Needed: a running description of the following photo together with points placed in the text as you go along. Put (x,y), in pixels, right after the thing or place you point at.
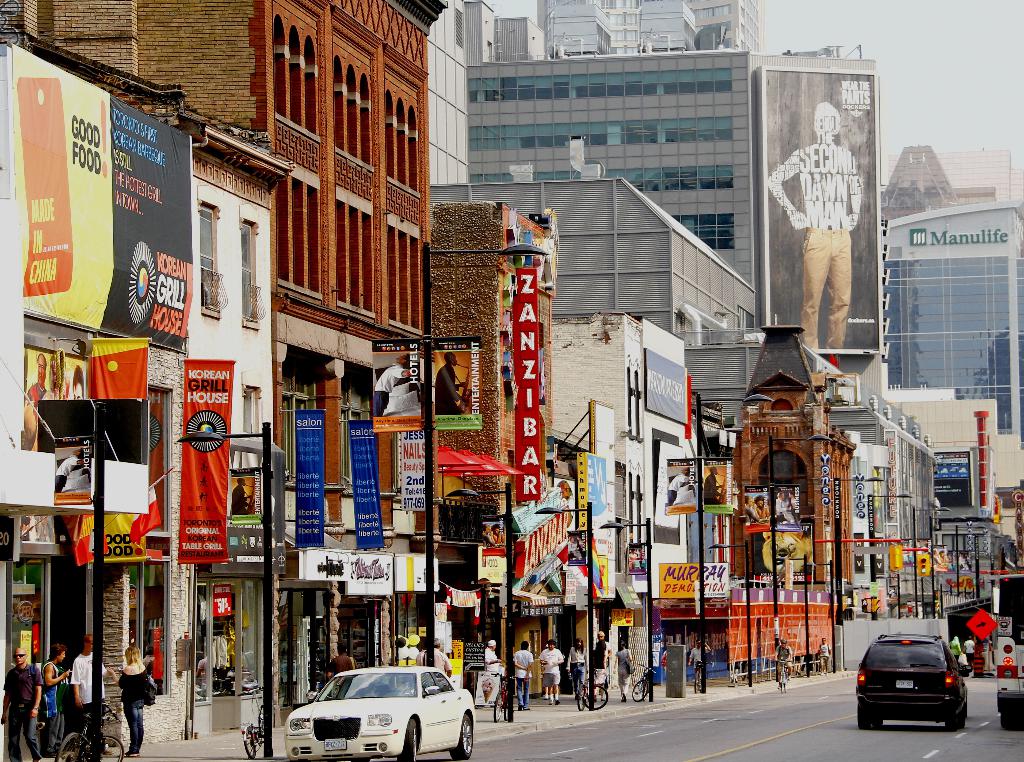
In this picture we can see buildings (194,301), on the left side (223,489) we can see some poles (592,673), hoardings (74,157), banners (252,469) and lights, we can see some people (15,689) are standing and some people (624,664) are walking, there are some bicycles (643,681) on the left side (256,708), we can see two cars (944,691) are traveling on the road (780,704), in the background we can see traffic lights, there is the sky (912,51) at the right top of the picture (919,27).
